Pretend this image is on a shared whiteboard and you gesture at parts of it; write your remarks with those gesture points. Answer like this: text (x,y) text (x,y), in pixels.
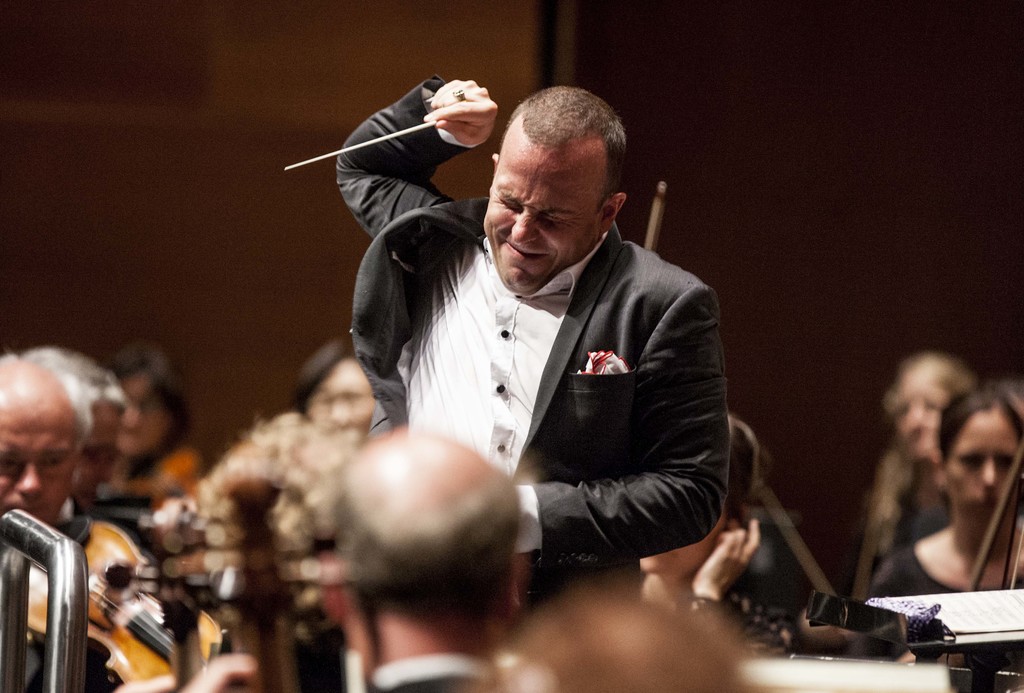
In this image in the center (517,307) there is one man (519,349) who is standing and he is holding some stick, and in the background (950,567) there are some people (659,605) who are playing violin (44,583) and on the right side (994,619) there are some papers (967,615). In the background (398,96) there is a wall (790,196).
